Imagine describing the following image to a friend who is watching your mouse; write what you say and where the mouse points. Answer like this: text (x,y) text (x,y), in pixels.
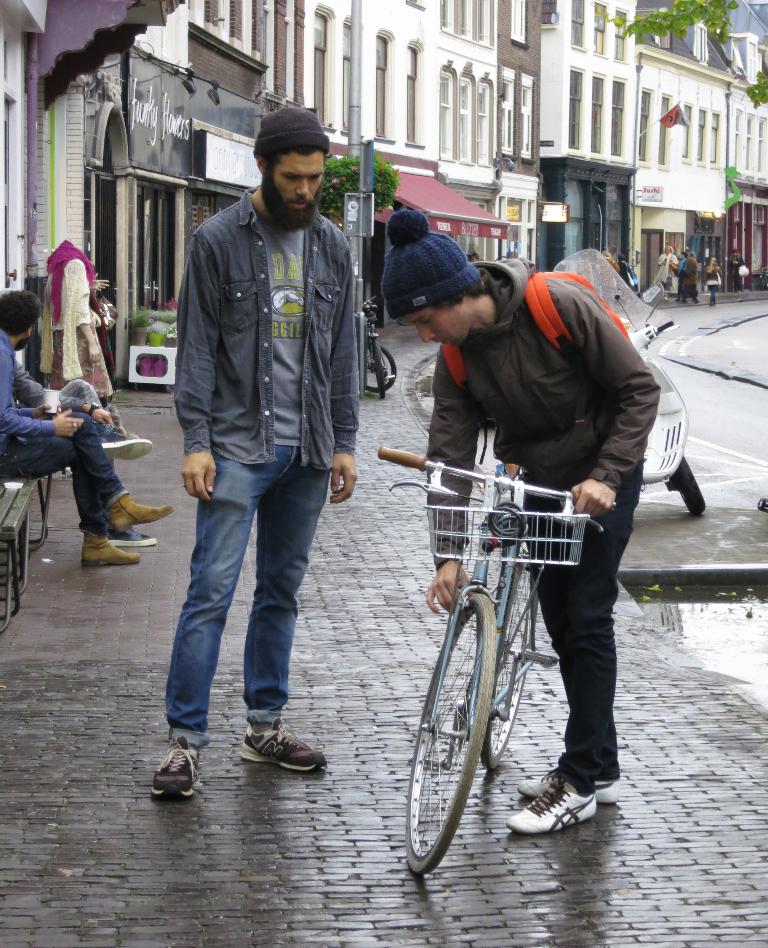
In the middle of the image (428,328) a man (569,317) is standing and holding a bicycle (418,819). Behind him there are some bicycles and motorcycles (608,290) and few people (712,273) are standing and sitting. In the middle of the image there are some poles (725,213) and trees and plants (176,315). At the top of the image (752,140) there are some buildings (458,120).
